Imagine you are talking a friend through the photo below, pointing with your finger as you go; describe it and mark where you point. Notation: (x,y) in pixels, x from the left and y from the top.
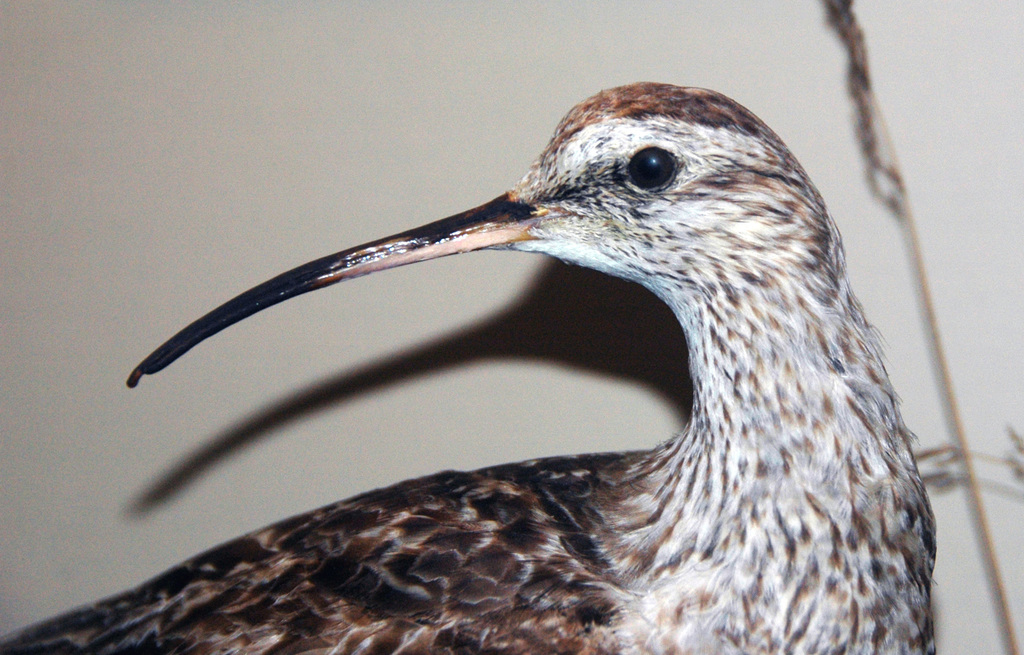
This image consists of a bird (334,606) with a long beak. It is in brown color. In the background (54,314), we can see a wall (530,456). On the right (858,70), it looks like a small stem (989,534) of a plant (858,70).
